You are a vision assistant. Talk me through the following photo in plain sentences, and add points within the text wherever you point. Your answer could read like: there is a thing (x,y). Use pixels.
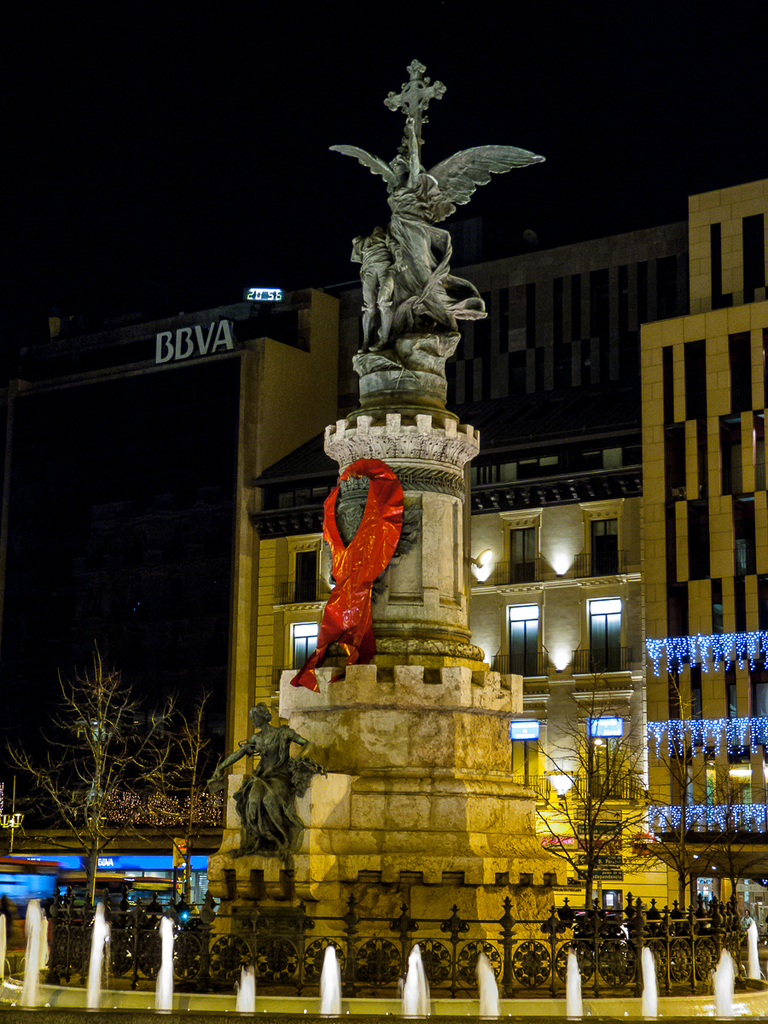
In this picture we can see statues (429,853) and a fountain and in the background (532,753) we can see a building (527,745), trees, lights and the sky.
